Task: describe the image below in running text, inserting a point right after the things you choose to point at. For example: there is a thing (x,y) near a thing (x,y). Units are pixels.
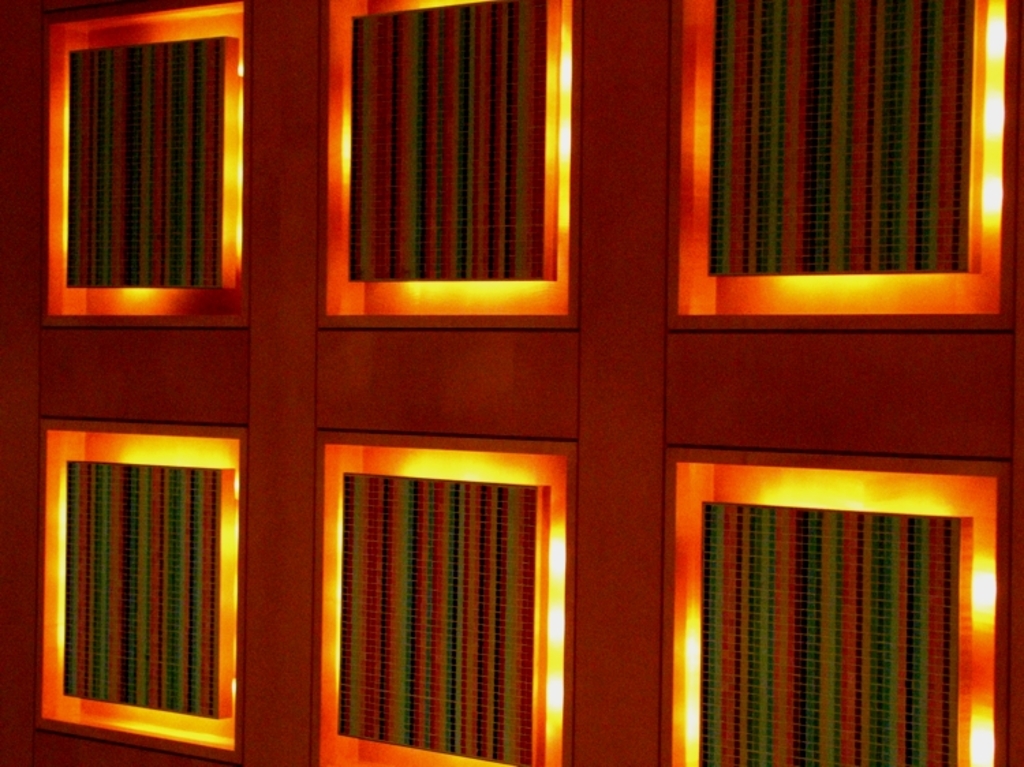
In this image, there is a wall (25,148) with some decorative frames (55,428) and with lighting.
